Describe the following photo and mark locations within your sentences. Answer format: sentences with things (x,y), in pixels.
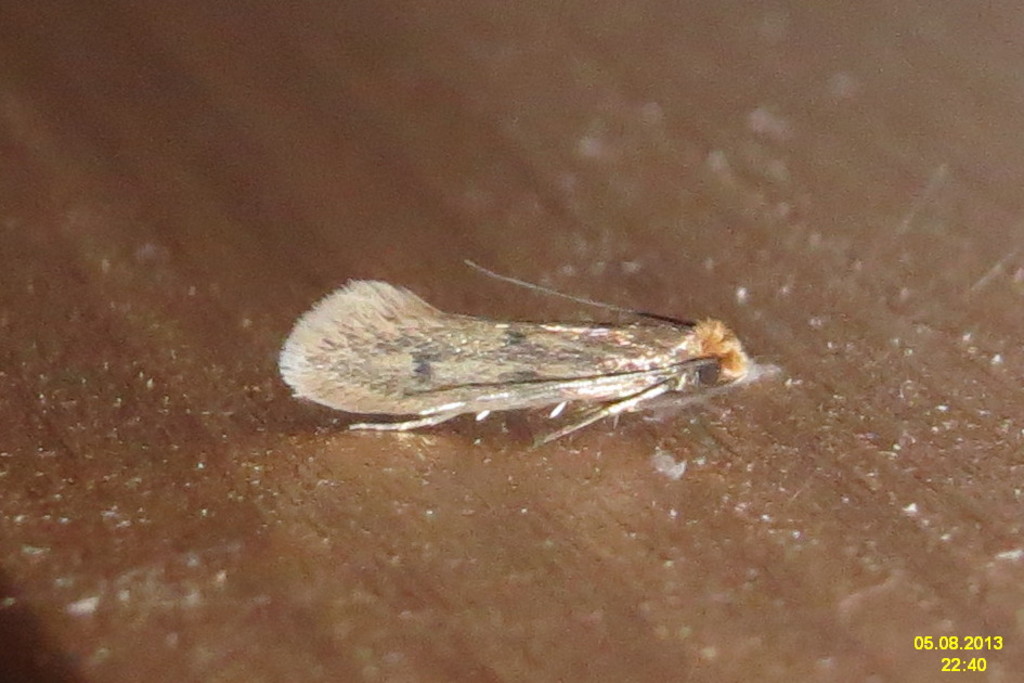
In this image we can see an insect (495,334) on the wooden surface (489,463). In the bottom right corner (955,642) we can see the date (998,641) and also the time (957,668).
